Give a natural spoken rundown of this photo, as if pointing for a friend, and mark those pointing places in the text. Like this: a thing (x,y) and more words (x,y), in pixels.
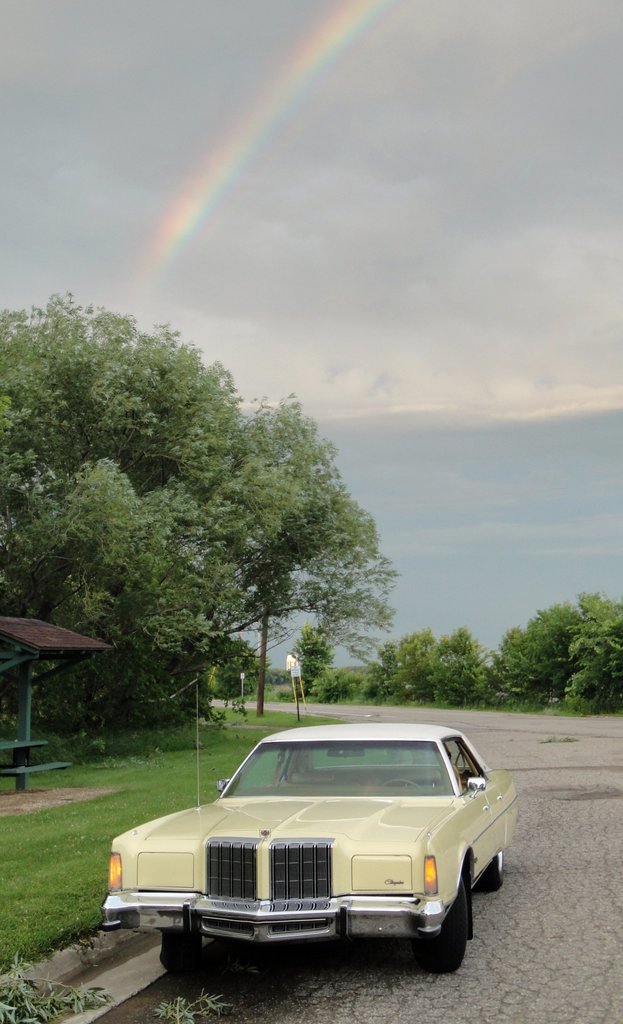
In this image there is a car (430,796) on a road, beside the car (260,827) there is a grassland (163,793), in the background (264,600) there are trees (228,624) and the sky (432,119), in that sky (331,270) there is a rainbow (207,215).
